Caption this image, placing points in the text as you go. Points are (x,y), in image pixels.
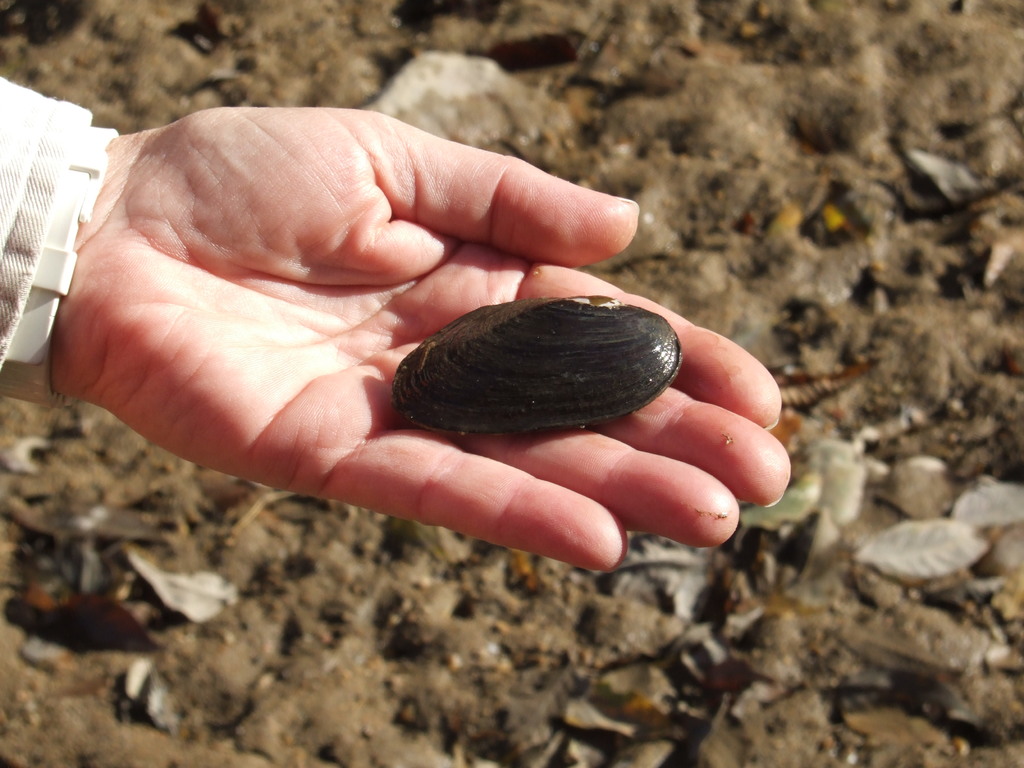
In this image I can see a shell (526,356) on person hand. I can see few leaves (793,206) and sand (942,413).
